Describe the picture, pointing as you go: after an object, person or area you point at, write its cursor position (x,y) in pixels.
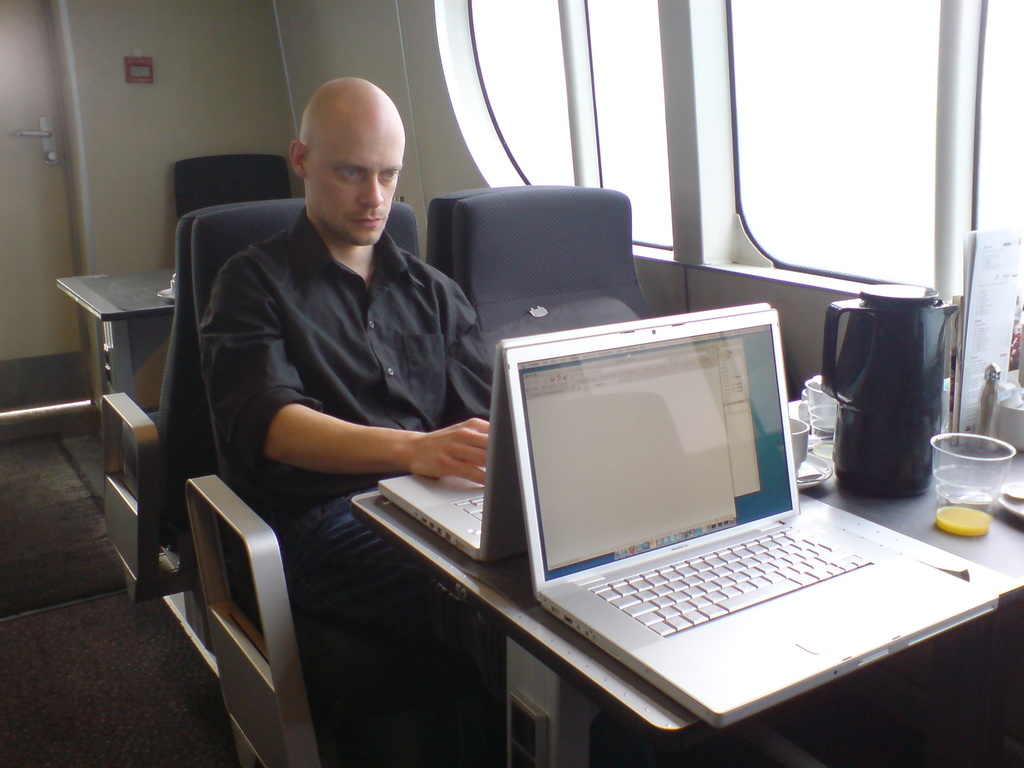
In this image I can see few chairs (511,225) and here I can see a man (438,461) in black dress (402,343) is sitting on a chair (288,741). I can also see few tables (104,323) and on this table (573,709) I can see few laptops (695,450), few glasses (961,482), a black colour jug (945,321) and few other stuffs (806,456).
